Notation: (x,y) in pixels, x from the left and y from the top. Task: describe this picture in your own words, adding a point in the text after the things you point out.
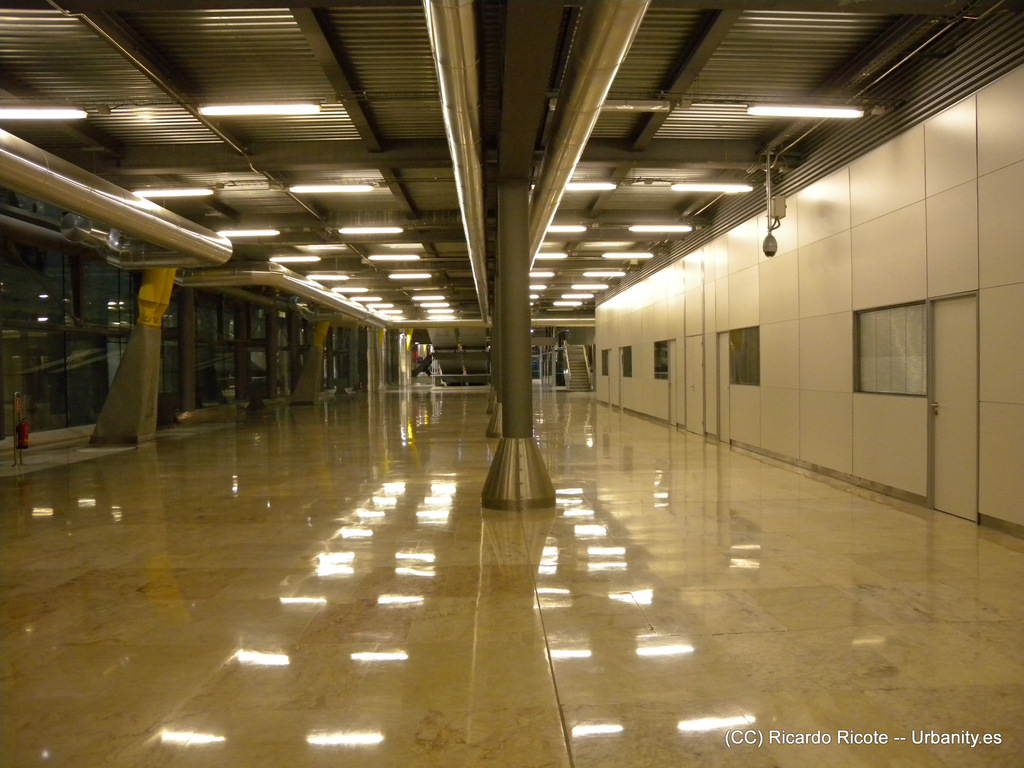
In this image there is a big hall (569,491) with lights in the roof (691,19) and pillar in the middle (523,395).
